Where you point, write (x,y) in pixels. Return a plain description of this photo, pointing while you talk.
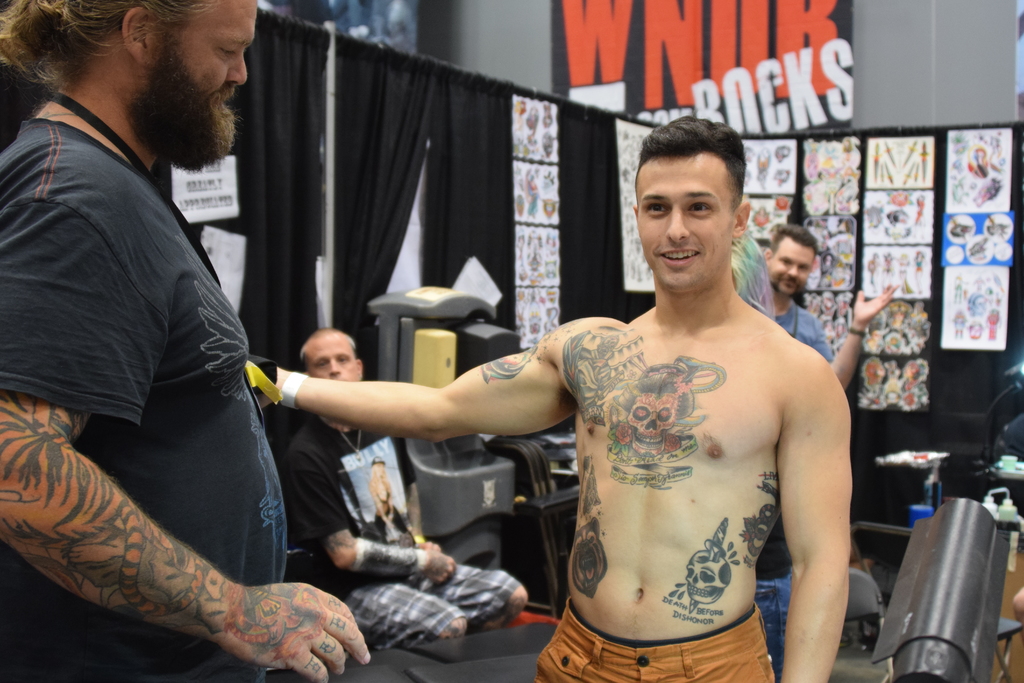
In this image we can see men (592,346) standing on the floor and some are sitting on the chairs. In the background (449,290) there are papers (786,214) pasted on the curtains (591,230), machines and walls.
